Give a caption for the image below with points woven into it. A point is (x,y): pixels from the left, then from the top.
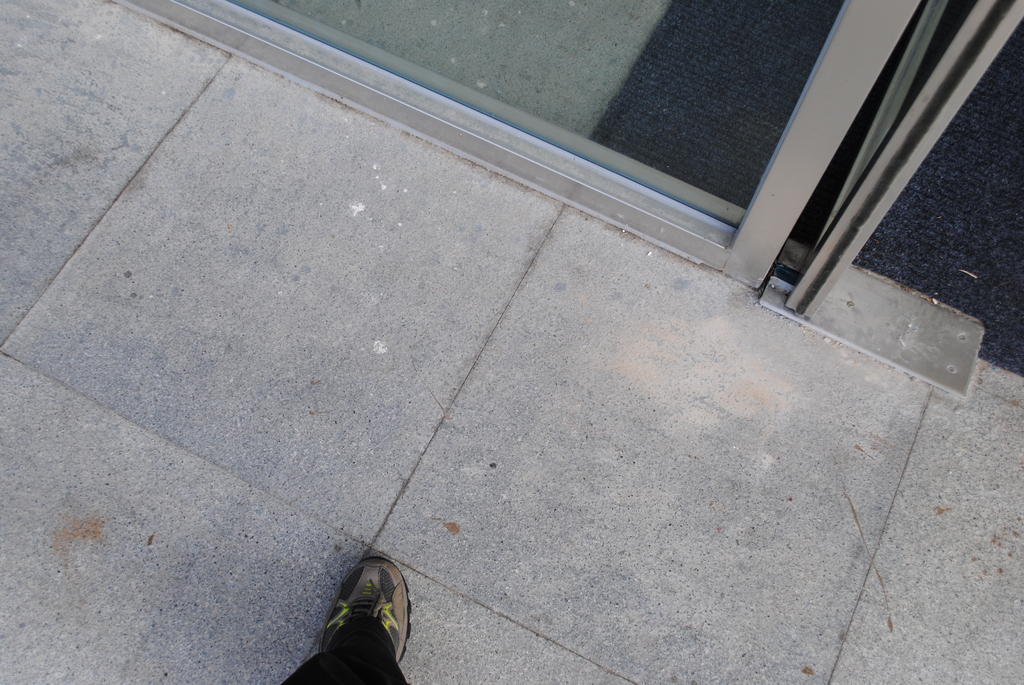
In the image in the center (408,409) there is a floor (431,314), glass (586,80), carpet (1012,199) and shoe (390,593).
